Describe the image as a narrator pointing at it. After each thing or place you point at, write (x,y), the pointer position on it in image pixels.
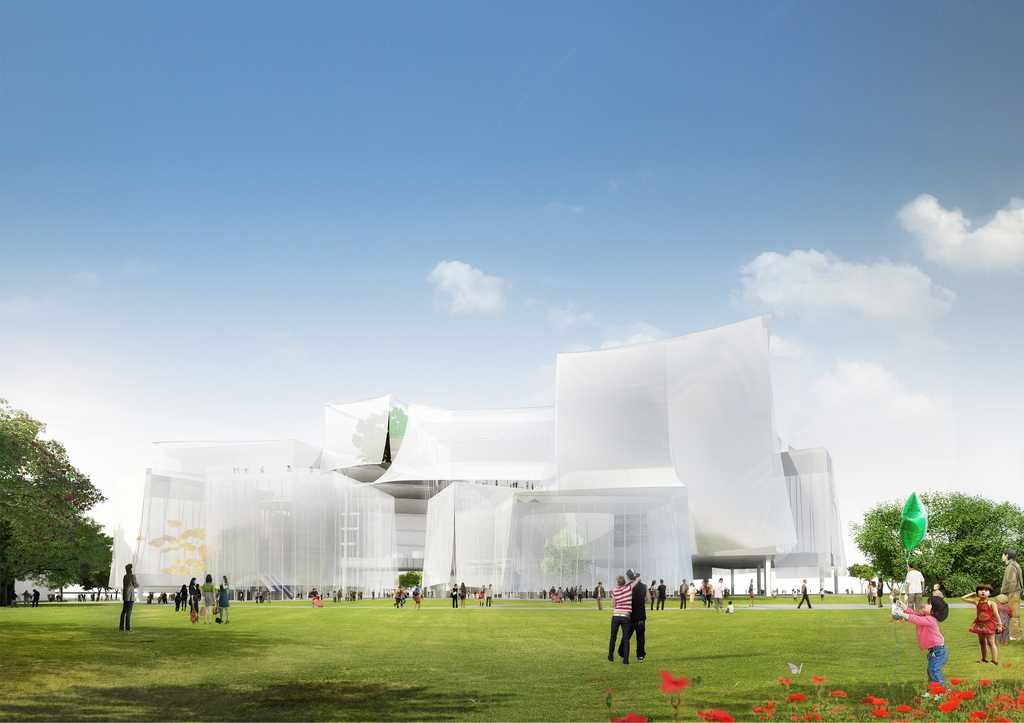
At the bottom of the image (586,568), we can see a building (380,528) covered with clothes (574,544). Here we can see trees (71,581), few people (1014,582). Few are standing and walking. On the right side of the image (919,511), we can see green color balloon (913,525). Here we can see few flowers (1003,700). Background there is a sky (582,191).
